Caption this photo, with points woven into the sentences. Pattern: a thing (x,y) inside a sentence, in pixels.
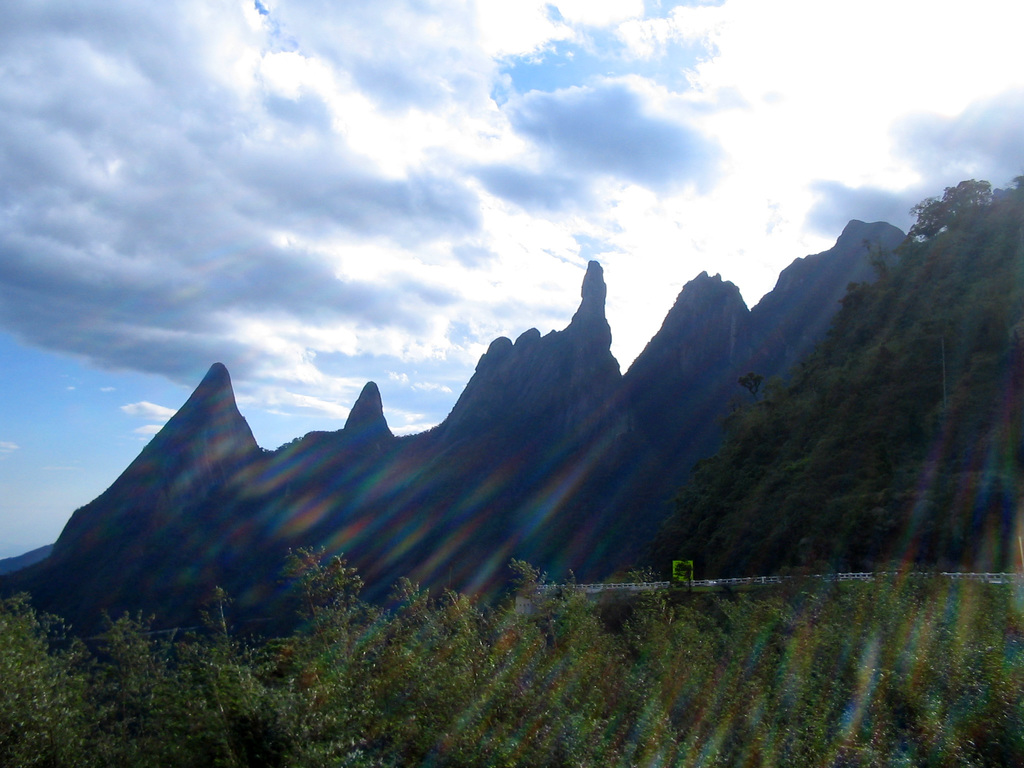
In the foreground of the picture (560,692) there are trees (263,647). In the center of the picture (582,377) there are trees (898,360) and mountain (748,349). Sky (352,192) is bit cloudy and it is sunny.
